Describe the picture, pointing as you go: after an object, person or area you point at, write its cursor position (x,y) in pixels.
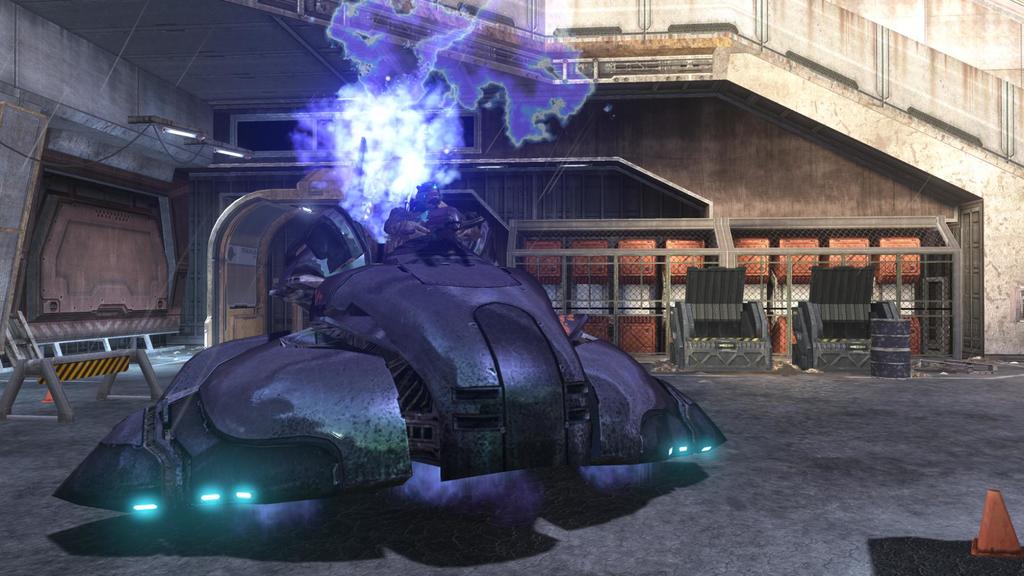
In the foreground (341,284) I can see a person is driving a vehicle (414,378). In the background (948,228) I can see chairs (676,327), fence (629,233), lights (216,148), wall (614,122) and a staircase (861,143). This image is taken in a hall (513,536) and is an animated photo.
